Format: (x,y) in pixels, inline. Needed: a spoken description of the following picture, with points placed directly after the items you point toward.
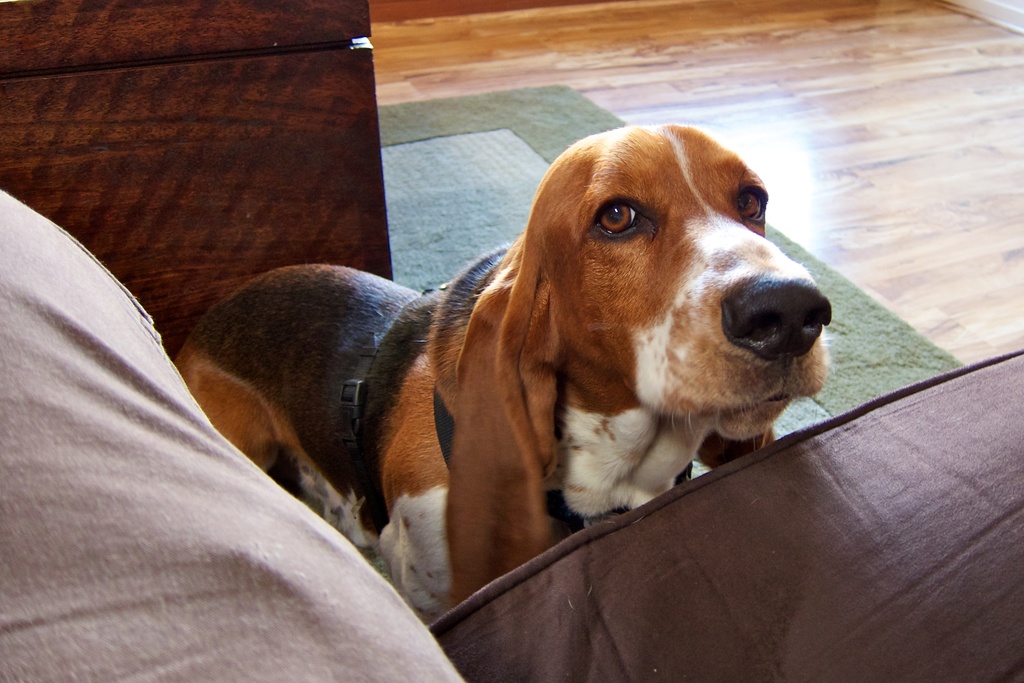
In this picture there is a person (186,572) sitting on the sofa (958,570) and there is a dog (809,396) standing. At the back (213,288) there is a wooden object (328,105). At the bottom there is a floor (847,148) and there is a mat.
